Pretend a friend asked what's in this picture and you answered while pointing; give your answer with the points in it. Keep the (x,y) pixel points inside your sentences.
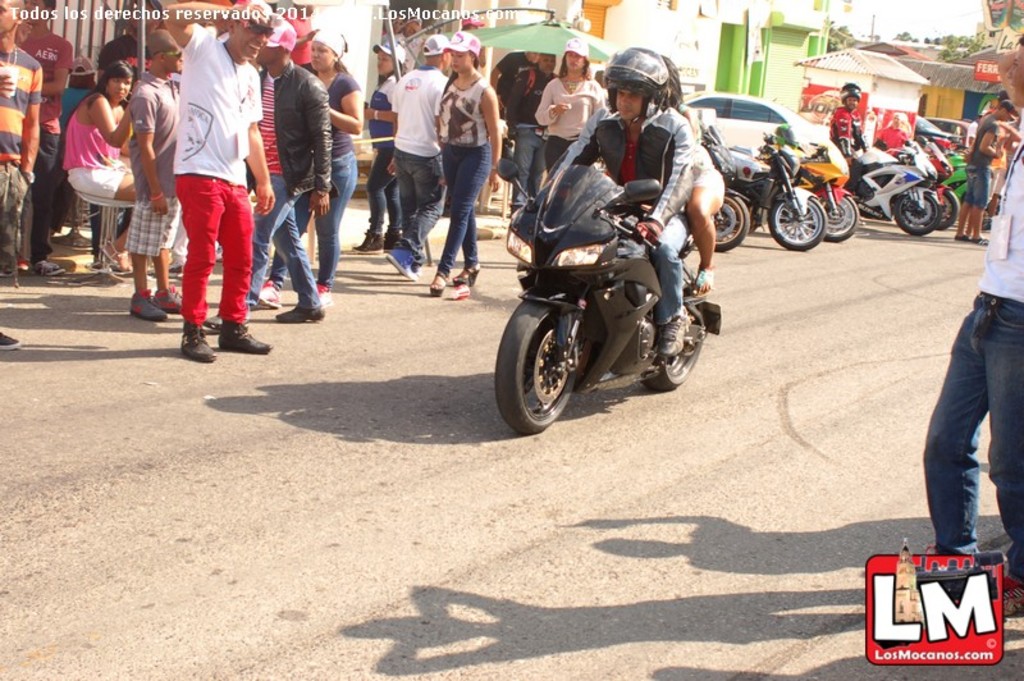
In this image I see a man (663,266) and a woman (705,237) who are sitting on the bike (598,232) and there are lot of people (13,15) over here and few of them are wearing caps (460,44). In the background (741,140) I see the bikes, car (695,104). few buildings (614,41).
